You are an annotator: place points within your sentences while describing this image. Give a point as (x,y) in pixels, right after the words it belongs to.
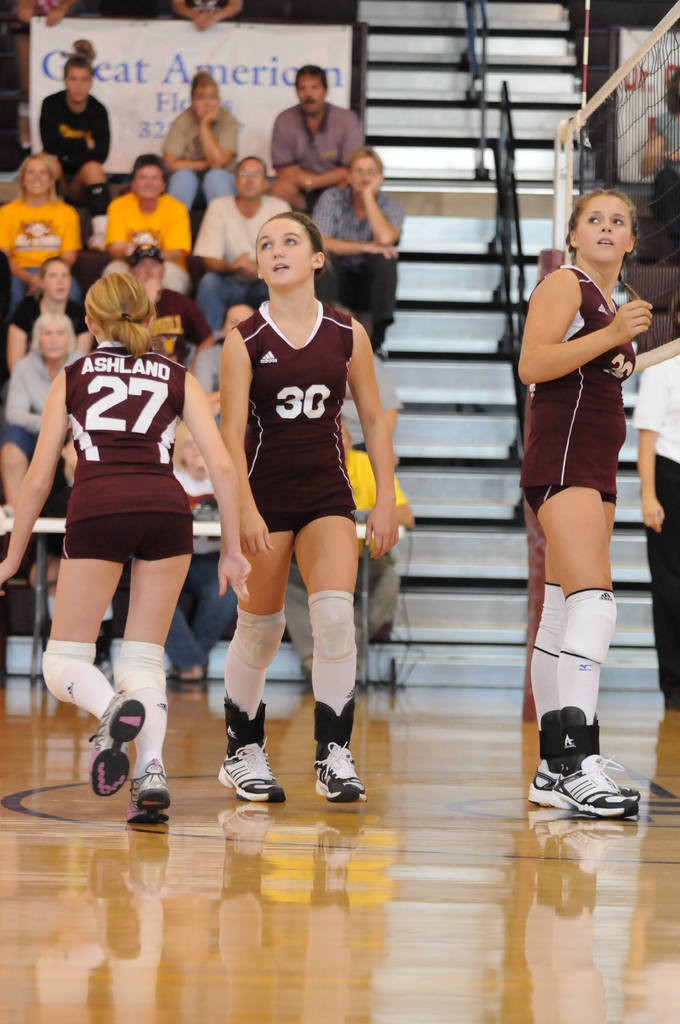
In this image, we can see few people (559,736) are on the surface (645,775). Background (242,237) we can see a group of people (219,169) are sitting. Here we can see stairs (445,430), rods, banners (125,156), net (569,124) and few objects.
